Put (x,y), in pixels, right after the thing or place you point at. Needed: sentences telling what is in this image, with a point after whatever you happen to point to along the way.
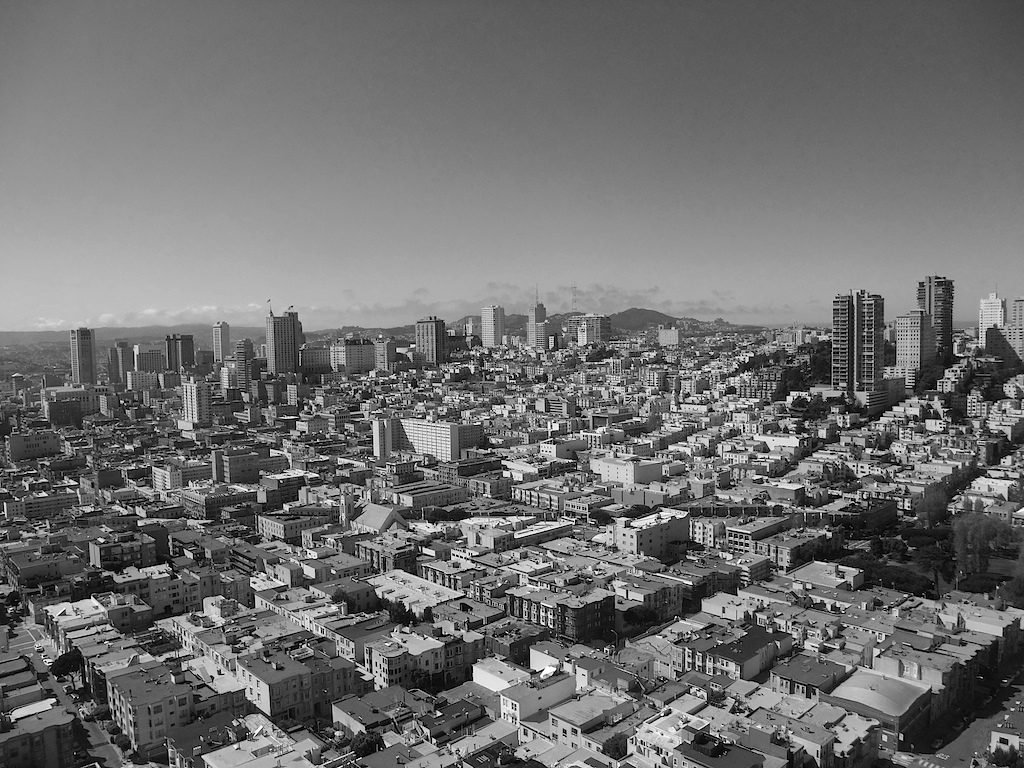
This is the picture of the view of a place (551,524) where we have some houses (558,540), buildings (498,590), roads (975,716) and some other things (96,716) around.
